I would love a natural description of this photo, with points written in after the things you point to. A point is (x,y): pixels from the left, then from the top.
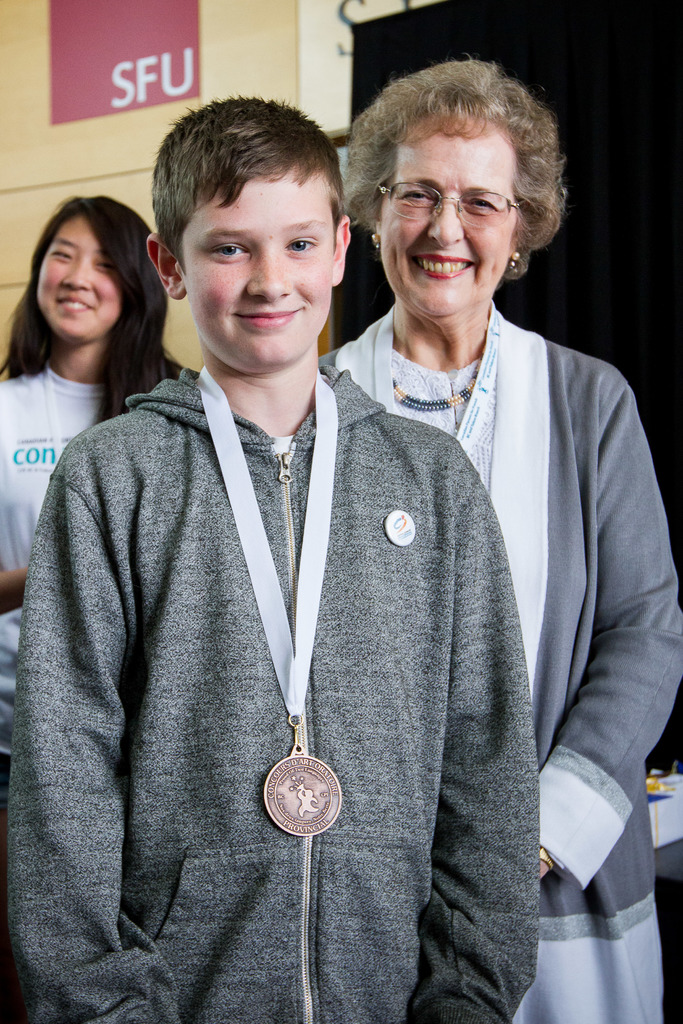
In this image, we can see three persons (247,710) wearing clothes (37,423). The person (71,453) who is in the middle of the image (371,576) wearing a medal (296,817). There is a wall (134,141) in the top left of the image (55,162).
